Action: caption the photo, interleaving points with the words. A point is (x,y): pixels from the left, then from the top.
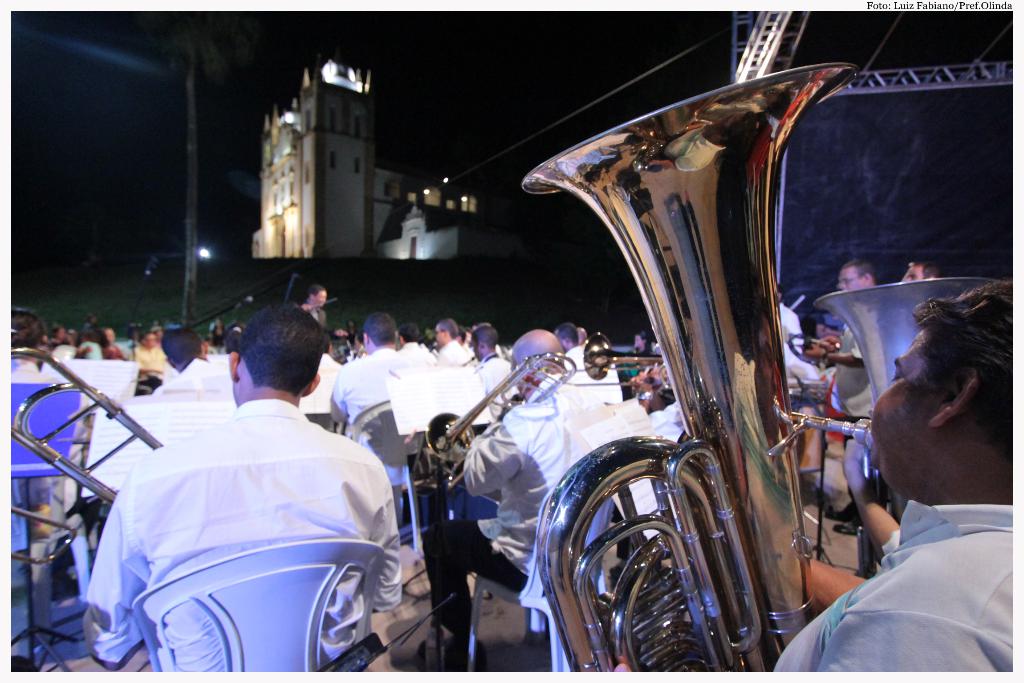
In the center of the image (524,389) we can see a few people (283,475) are sitting on the chairs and they are holding trumpets (746,377). In front of them, we can see stands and boards (425,387). In the background (287,248) we can see buildings (472,238), lights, poles (945,70), few people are standing and holding musical instruments (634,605), one person (314,305) is standing and a few other objects (946,144).
